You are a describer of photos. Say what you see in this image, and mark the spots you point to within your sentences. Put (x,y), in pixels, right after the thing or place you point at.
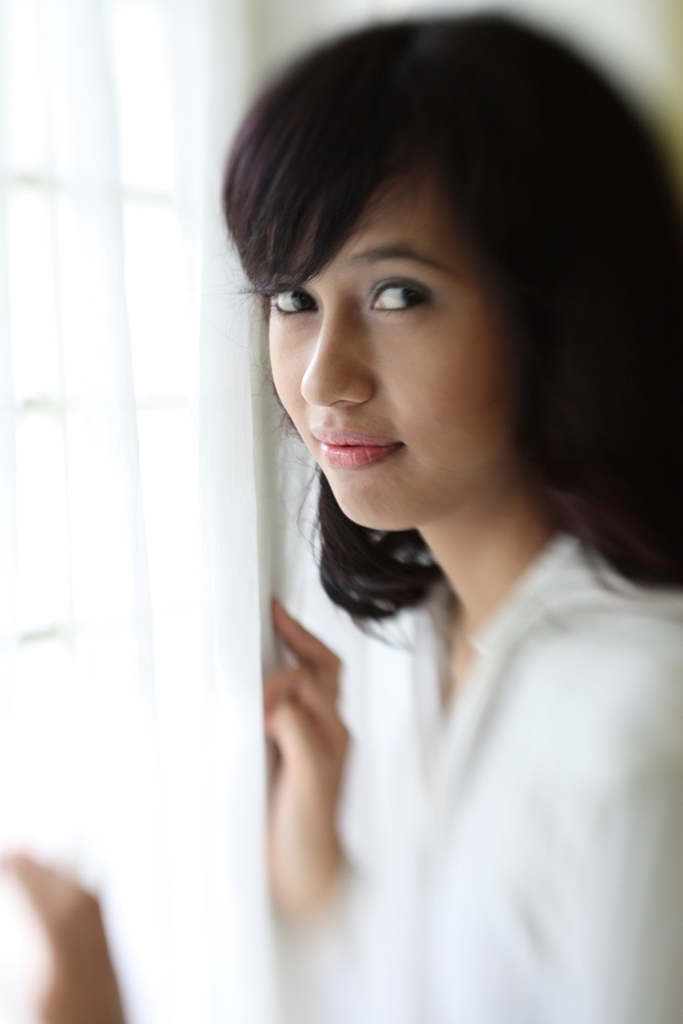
On the right side (515,717) there is a woman (421,614) looking at the picture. On the left side (121,392) there is a window (109,453).
